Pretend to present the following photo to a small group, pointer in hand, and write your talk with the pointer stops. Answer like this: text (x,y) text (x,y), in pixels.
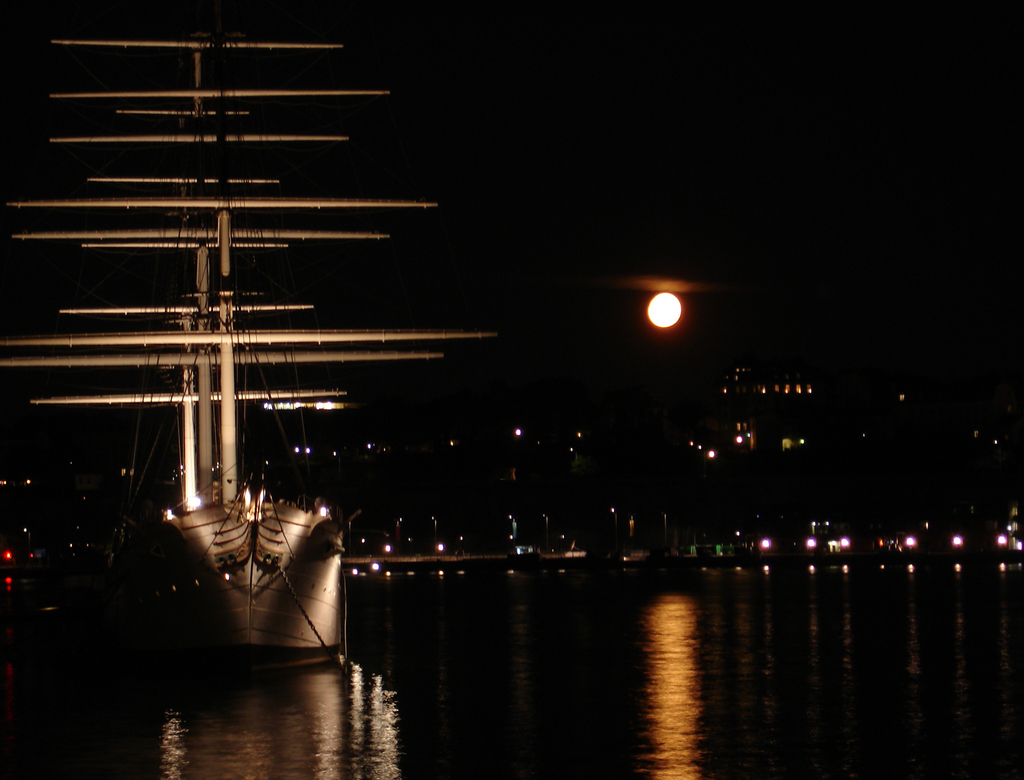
This image is taken during the night time. In this image we can see a boat (246,506) on the surface of the water (281,685). In the background (905,391) we can see the buildings (771,414), light poles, lights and also the moon (665,306).
